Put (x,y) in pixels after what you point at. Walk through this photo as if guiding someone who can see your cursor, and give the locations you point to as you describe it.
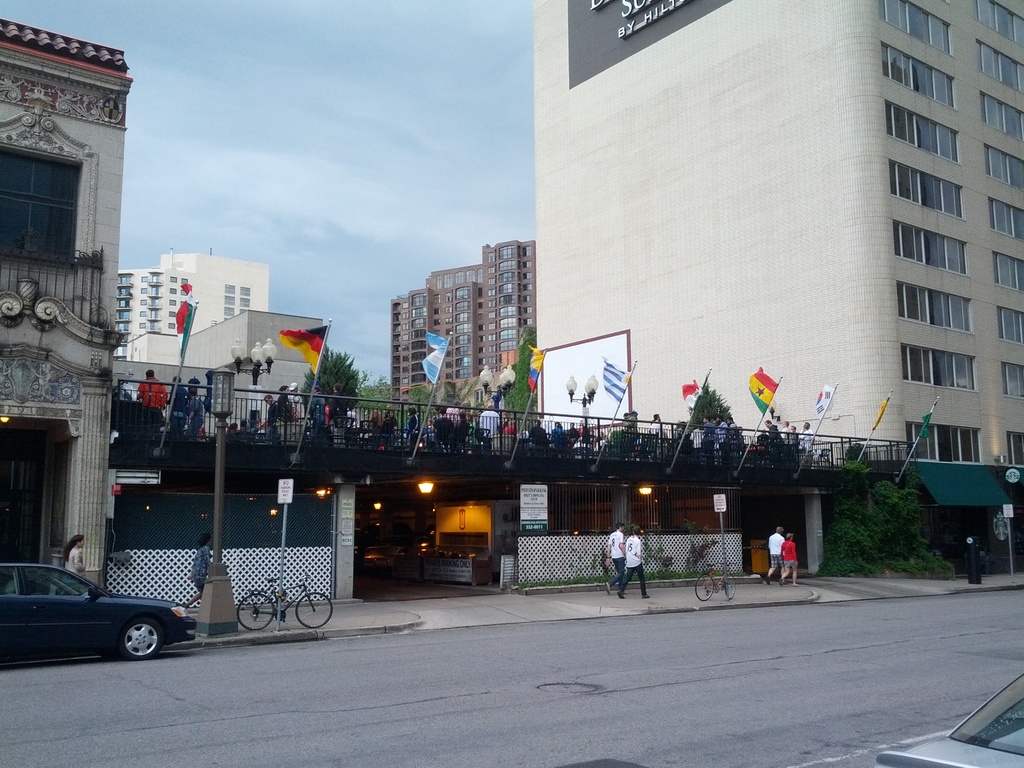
This picture is clicked in the city. Here, we see a black car (141,649) is parked on the road (379,649). Beside that, we see people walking in side ways (198,644) and we even see street lights (219,586), caution boards (349,534) and bicycles (293,612) are placed on the sideways (431,621). Behind them, there are many buildings (781,192) and we see people (543,436) sitting on the terrace (168,449) and we even see flags (621,372) in different colors are placed on that building (316,448) beside the iron railing (588,435). At the top of the picture (258,98), we see the sky (332,141).
